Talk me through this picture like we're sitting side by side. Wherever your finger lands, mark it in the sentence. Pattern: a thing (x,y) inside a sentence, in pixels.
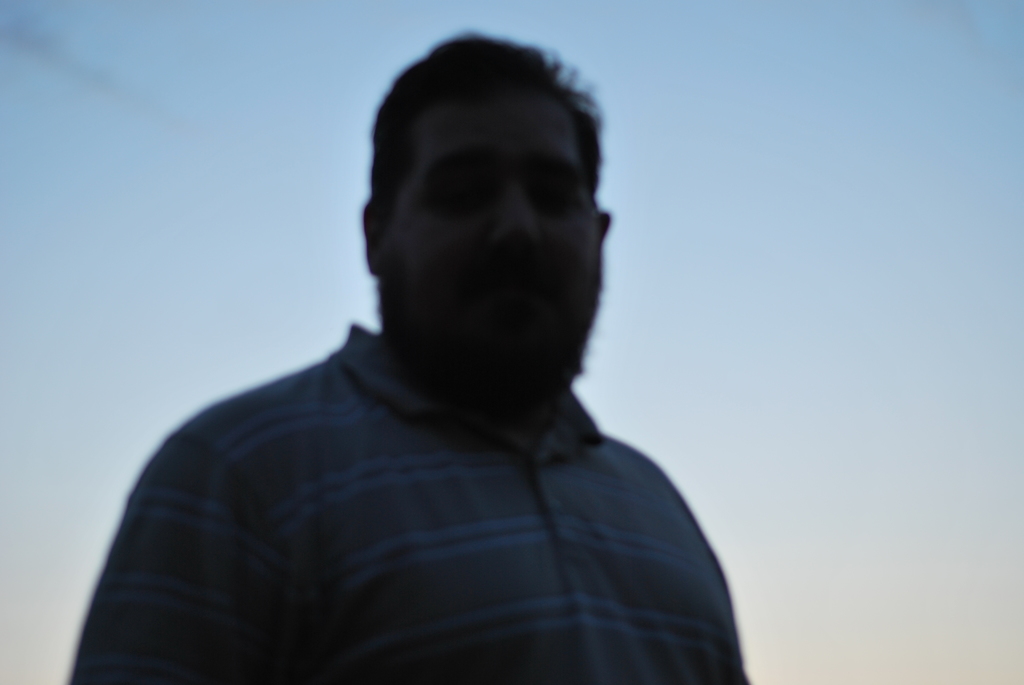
This picture shows a man (320,574). He wore a t-shirt (585,443) and we see a blue clear Sky (69,142).
